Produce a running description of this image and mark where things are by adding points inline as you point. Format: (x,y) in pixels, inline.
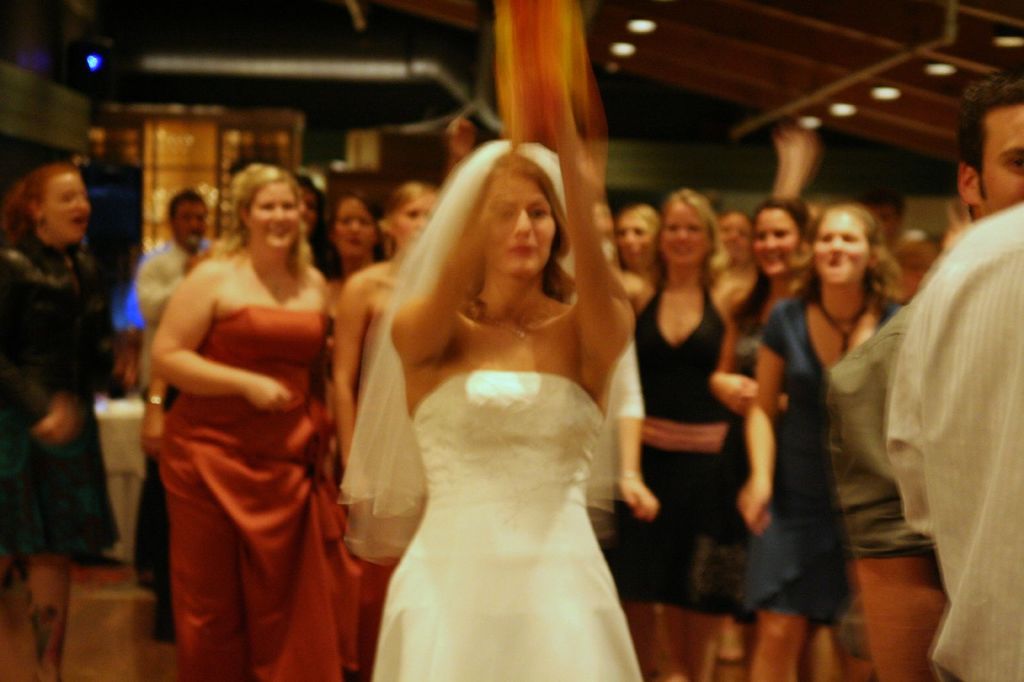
This picture is slightly blurred, where we can see a woman (518,359) wearing white color frock (498,454) is standing in the center of the image (526,388). On the right side of the image (883,375) we can see two persons (919,428) are standing. In the background of the image (52,261) we can see a few more women (670,309) are standing and smiling and we can see the ceiling lights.
